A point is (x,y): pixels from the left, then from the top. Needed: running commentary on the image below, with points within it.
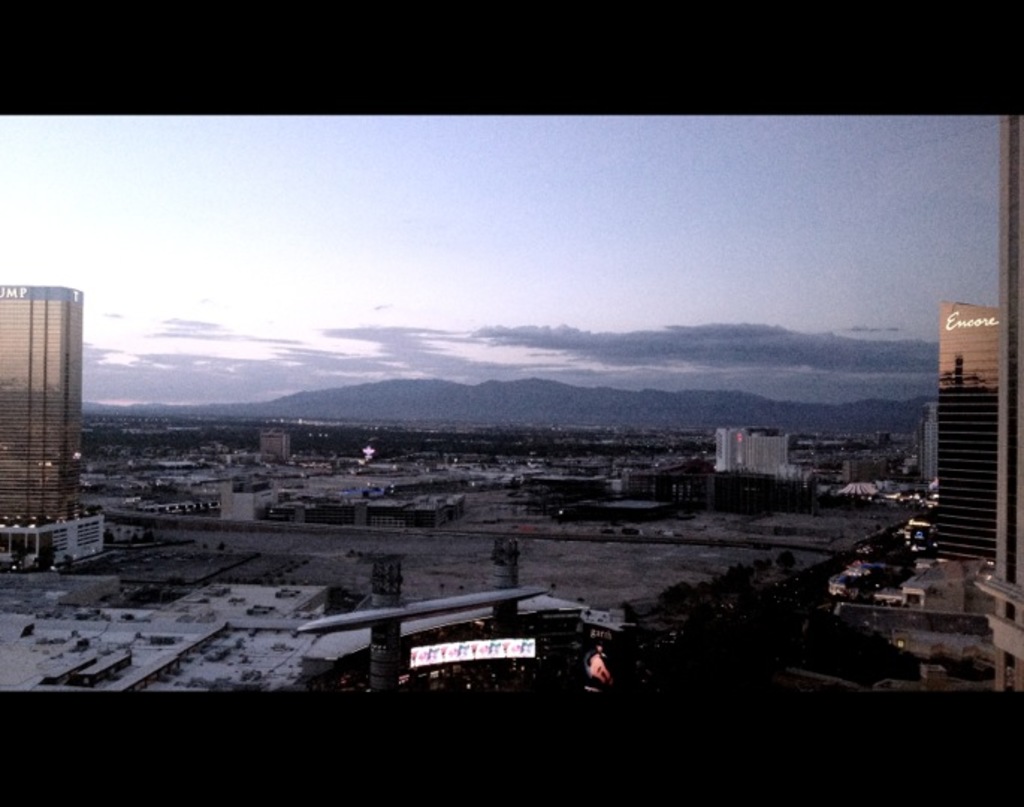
In the picture we can see a photograph of Aerial view of the city (436,466) with many buildings (382,631), trees (100,457) and in the background (978,497), we can see two tower buildings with many floors (1008,497) and behind it we can see hills (365,401) and sky (585,372) with clouds (712,329).
